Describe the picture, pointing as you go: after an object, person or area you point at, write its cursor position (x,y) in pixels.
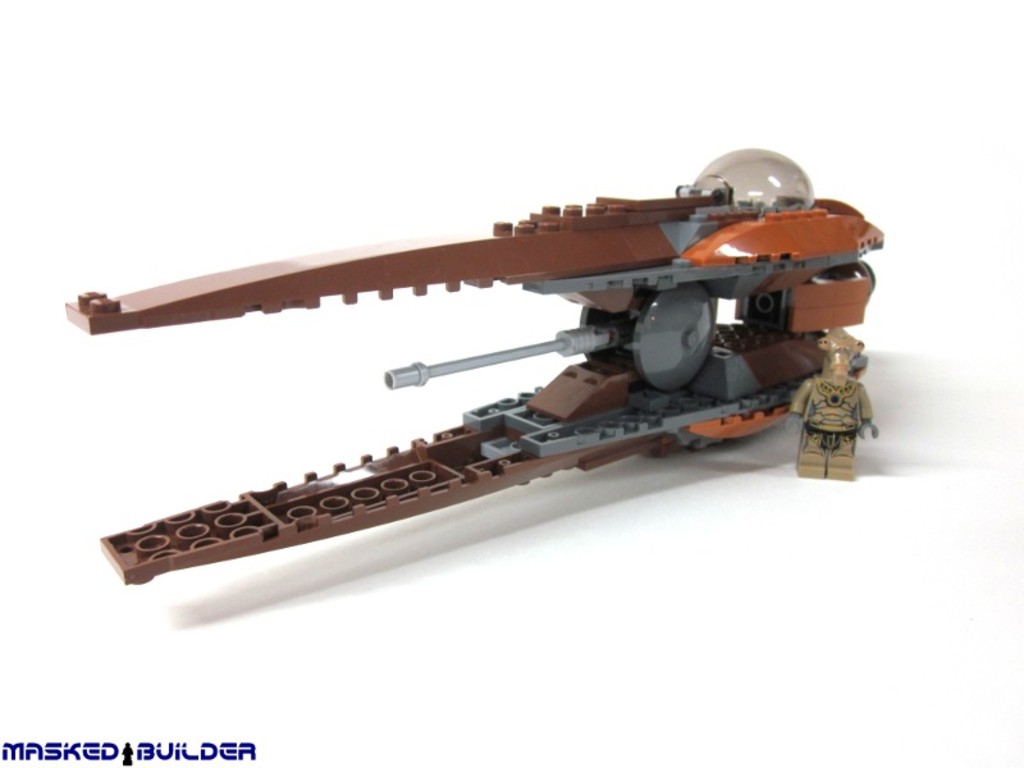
In this image we can see spaceship (603,428) made with legos (391,462).
